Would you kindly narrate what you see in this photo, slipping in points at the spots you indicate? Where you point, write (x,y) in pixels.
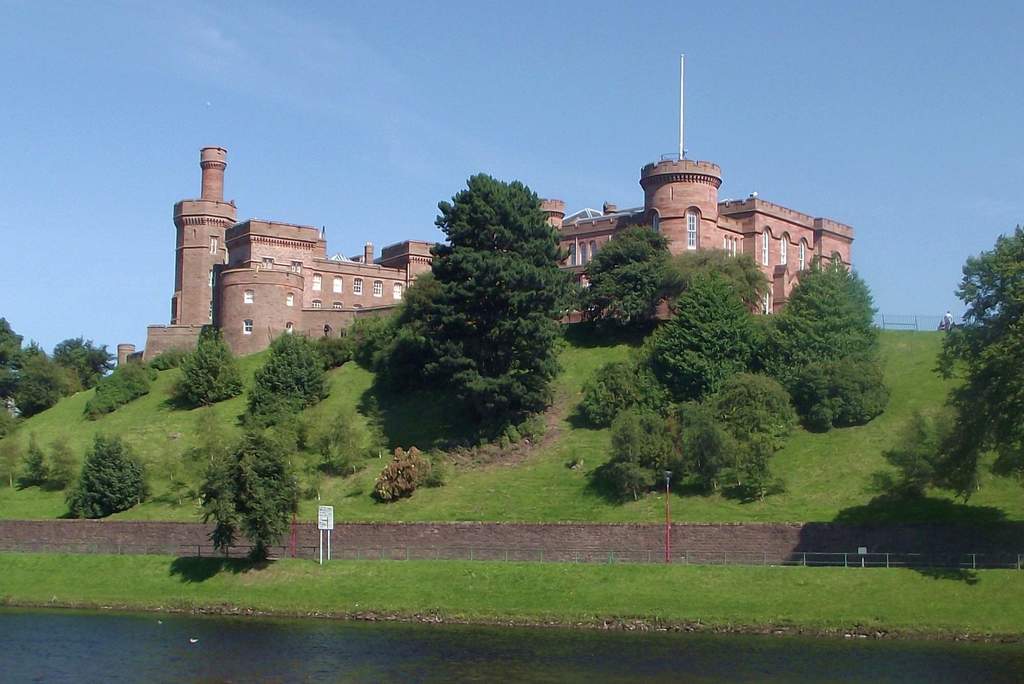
In this picture we can see water (474,655), a sign board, grass (518,616) and trees (740,405), in the background (222,181) we can see a fort (286,250) and clouds (204,37).
